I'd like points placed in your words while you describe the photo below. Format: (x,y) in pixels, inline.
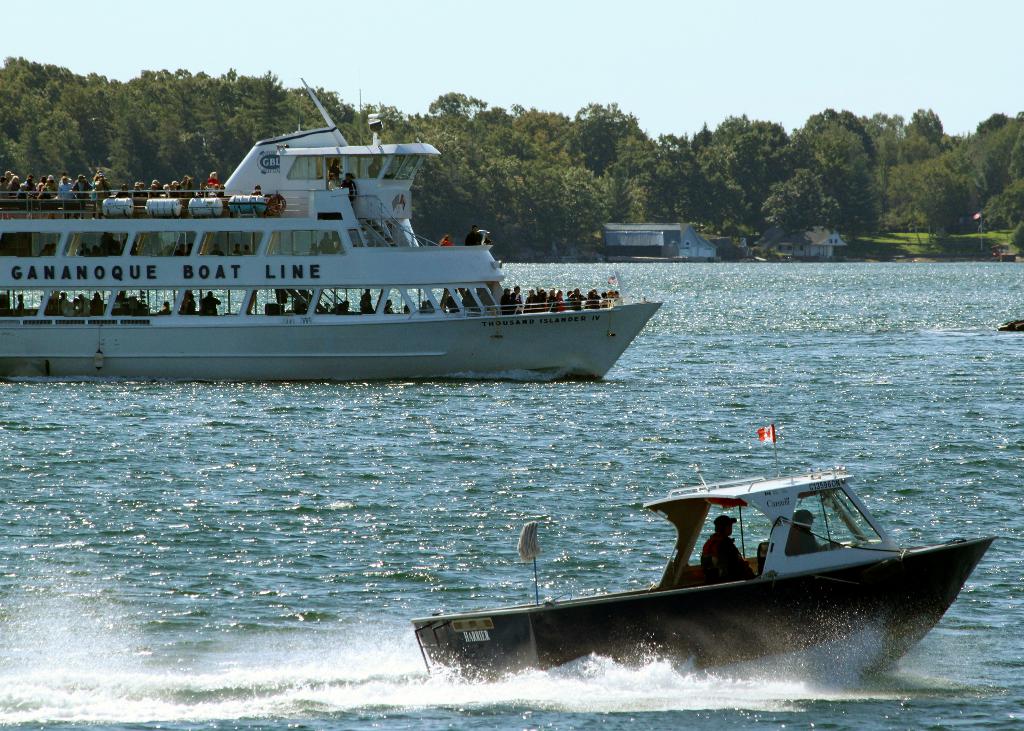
We can see ships (461,329) above the water (713,320) and we can see people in ships (810,597). Background (1009,199) we can see trees (794,213), houses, grass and sky (758,13).
